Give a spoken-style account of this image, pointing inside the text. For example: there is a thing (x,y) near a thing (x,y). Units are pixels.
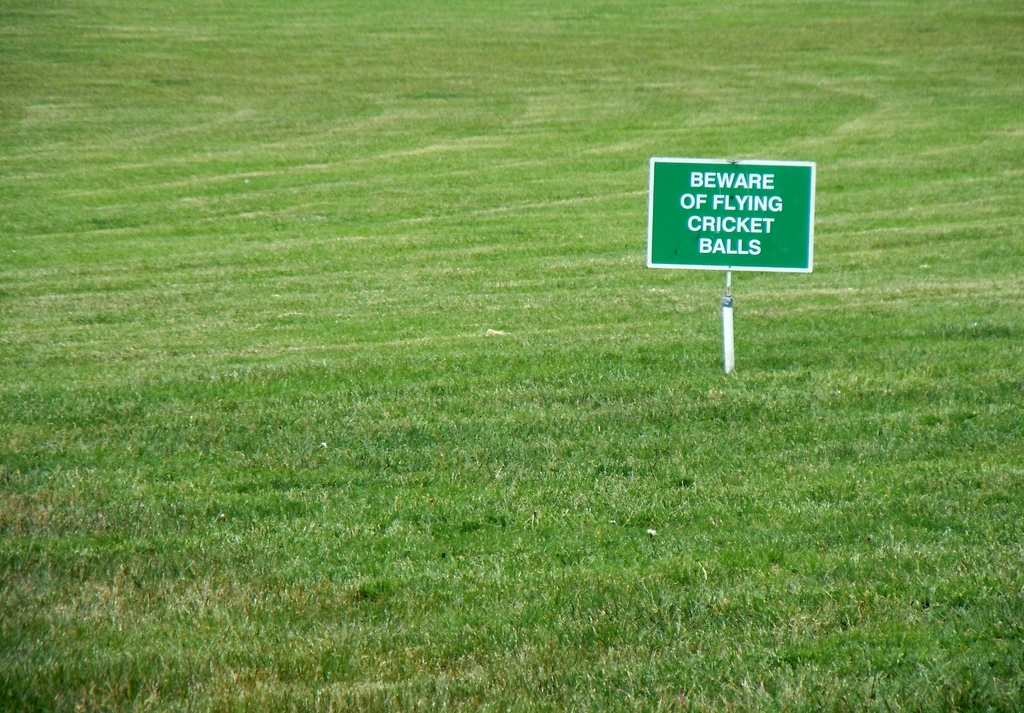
In the foreground of this image (586,546), there is grass (441,583) and a board (677,216) with some text (750,206) written on it as " BEWARE OF FLYING CRICKET BALLS" on it.
